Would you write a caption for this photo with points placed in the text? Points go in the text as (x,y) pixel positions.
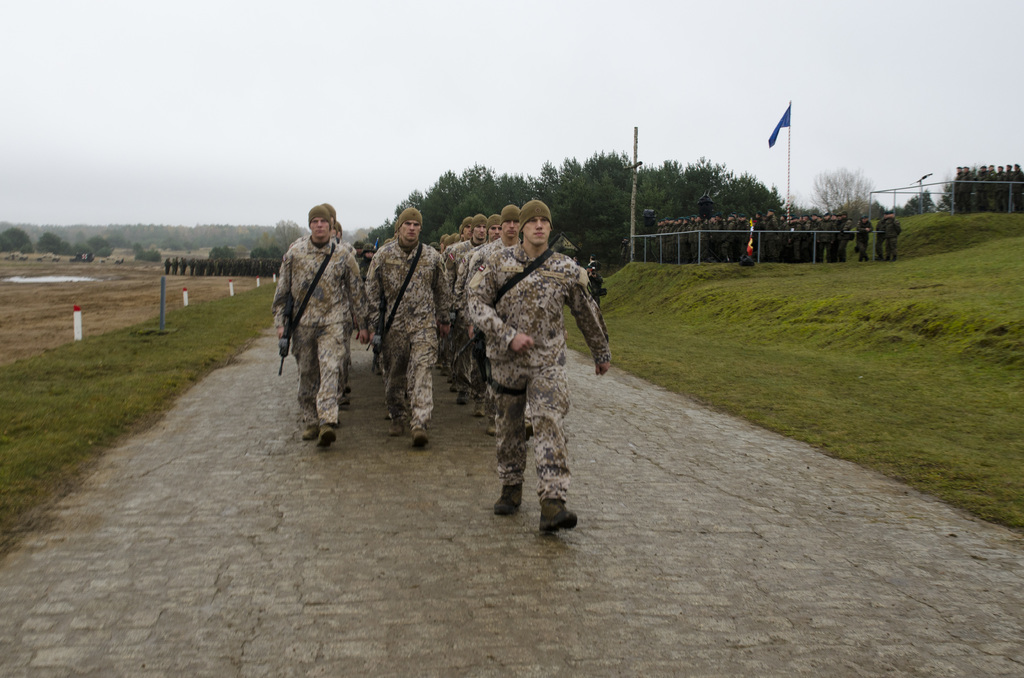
In this picture there is a man (598,324) who is wearing cap (542,211), shirt (529,314), bag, trouser (540,451) and shoe (515,502). In the back (313,280) we can see group of persons (425,305) were walking on the street (432,503). And everyone is wearing army uniform (290,284) and holding a gun (290,324). On the right (886,243) we can see another group of persons (820,218) were standing near to the flag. On the top (672,54) we can see sky (485,50) and clouds (496,64). In the background (725,199) we can see trees (674,182), mountain (208,239) and plants (96,246). Here we can see grass (78,394). On the left (54,282) there is a water (20,281).
